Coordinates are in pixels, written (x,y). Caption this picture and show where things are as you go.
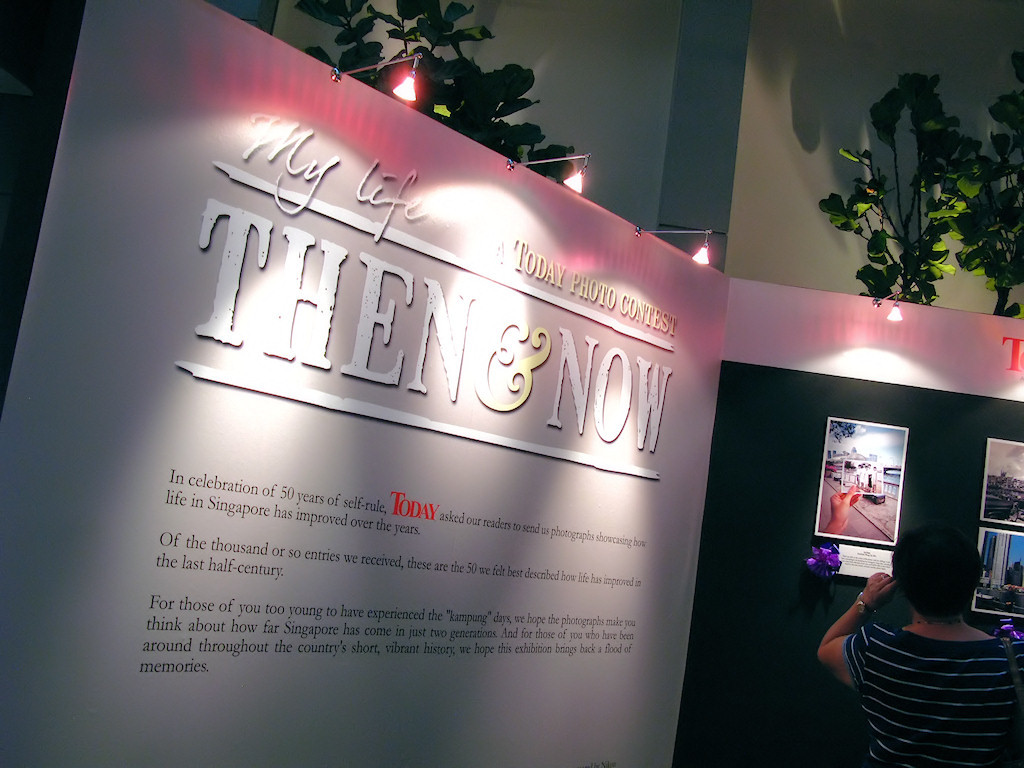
In this image we can see a person (950,732), hoarding (688,486), lights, and trees (1002,314). On the hoarding (395,577) we can see pictures (1007,606) and some information (594,538). In the background (622,167) we can see wall (793,157).
